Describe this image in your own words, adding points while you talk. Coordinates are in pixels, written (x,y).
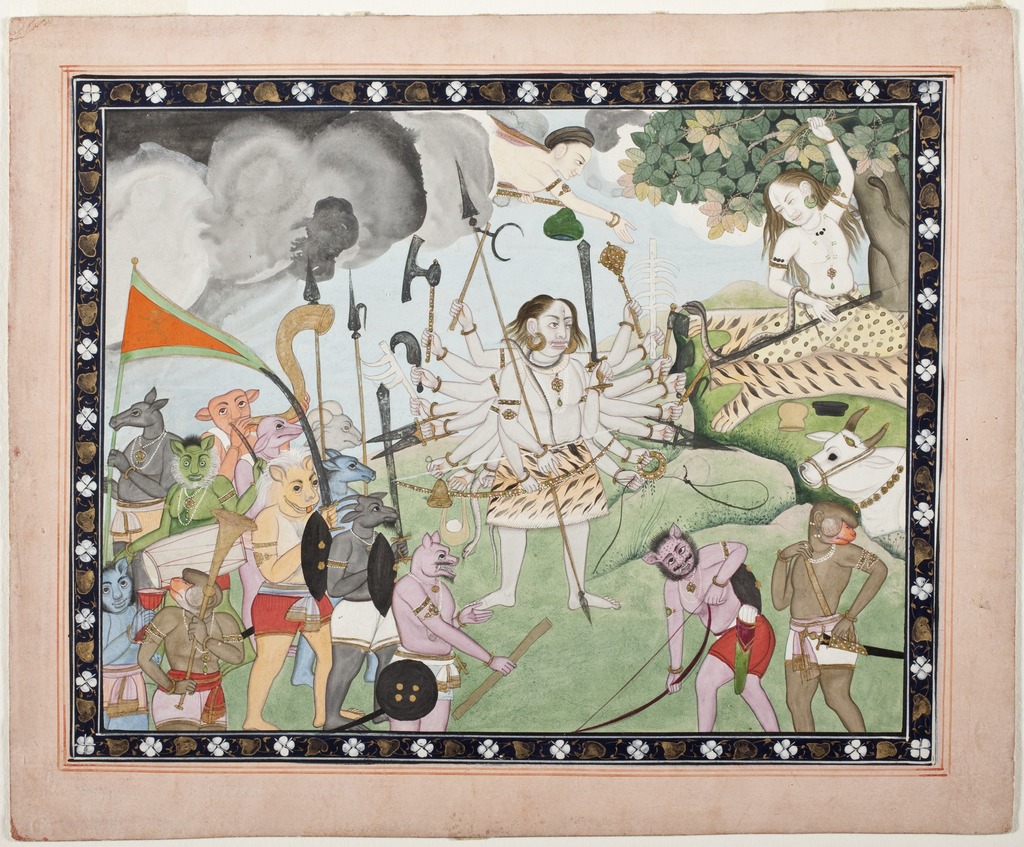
There is a photo frame (497,25) which has a graphical image (267,390). In the image a person (524,493) is standing on the grass (477,551) who has many hands (612,447) and holding objects (408,485) in each hand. At the left (255,668) there are animals (146,461). At the right (828,479) there is a cow (871,467), person (771,329), snake (760,337) and a tree (721,151) at the back (664,168).
